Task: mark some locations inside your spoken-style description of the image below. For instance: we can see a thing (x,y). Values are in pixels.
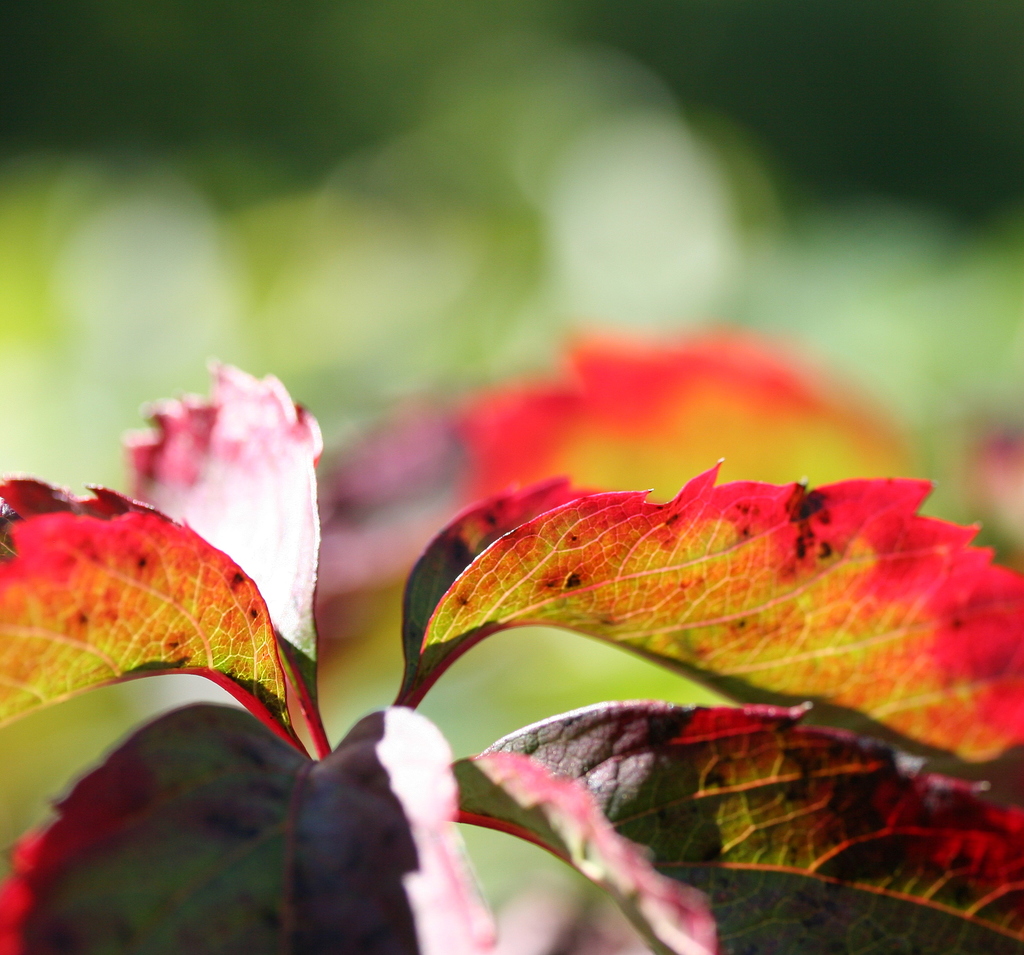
This image consists of leaves (425,676) in pink and green color. The background (207,184) is blurred.
